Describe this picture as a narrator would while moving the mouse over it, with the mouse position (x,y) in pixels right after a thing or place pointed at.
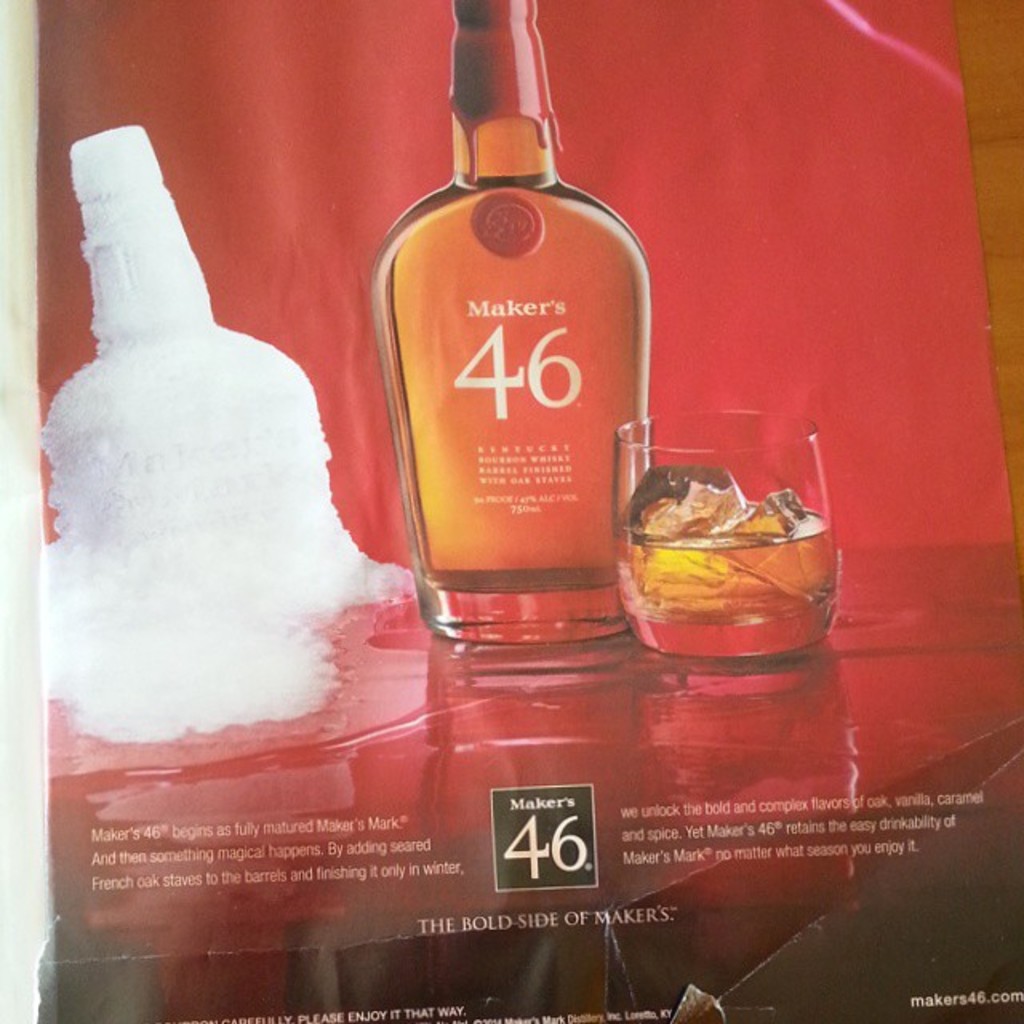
In this picture there is a bottle (585,406) and glass (726,569) with drink (726,569). There is a bottle (158,378) covered with ice (239,510).
